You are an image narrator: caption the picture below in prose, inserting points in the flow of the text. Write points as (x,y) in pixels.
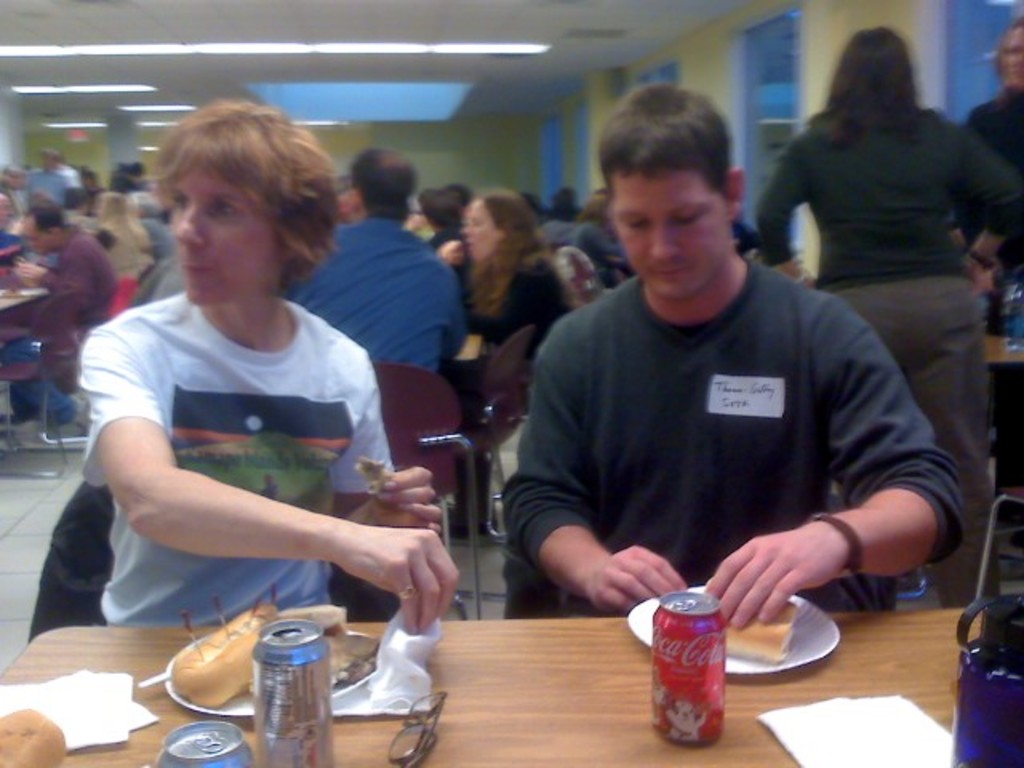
In the center of the image (668,456) we can see person (668,456) sitting at the table (623,633). On the table (614,648) we can see beverages (225,739), bread (198,660), plates (166,687) and tissues (59,698). In the background (968,390) we can see many persons (813,139), light (286,52) and wall (472,165).
